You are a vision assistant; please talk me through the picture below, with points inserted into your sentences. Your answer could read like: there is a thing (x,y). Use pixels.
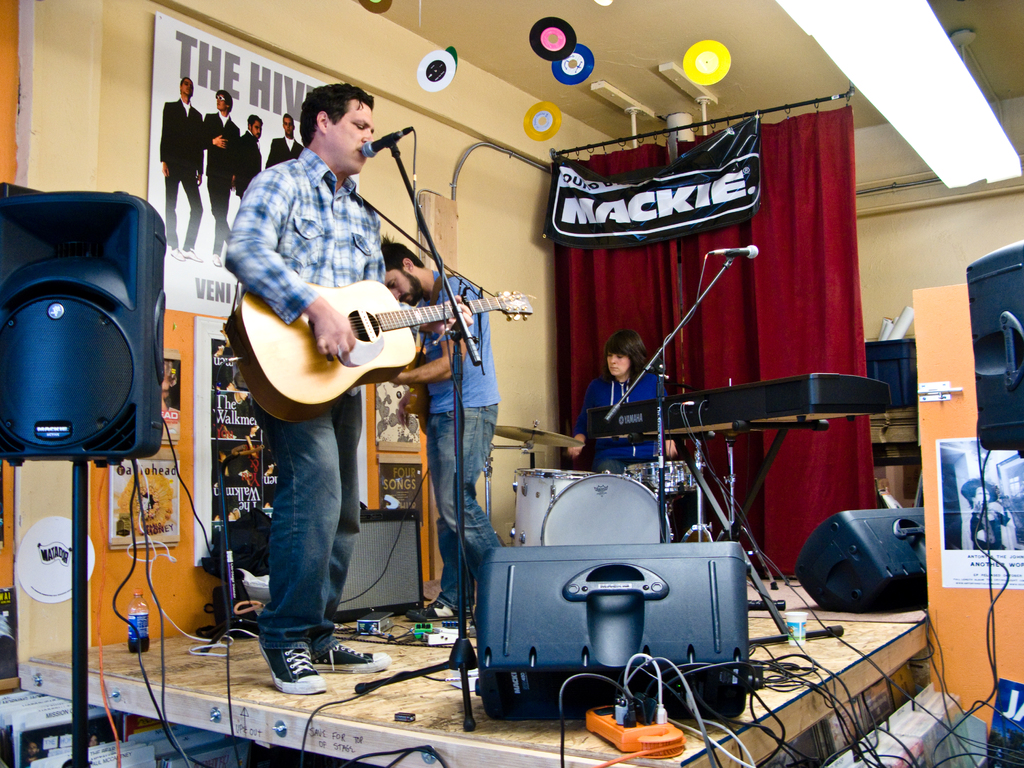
This is a picture of a person (327,589) who is standing on the stage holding a guitar (344,301) and playing it in front mike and other two people (635,367) playing some other musical instruments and there is also a speaker (128,346).
